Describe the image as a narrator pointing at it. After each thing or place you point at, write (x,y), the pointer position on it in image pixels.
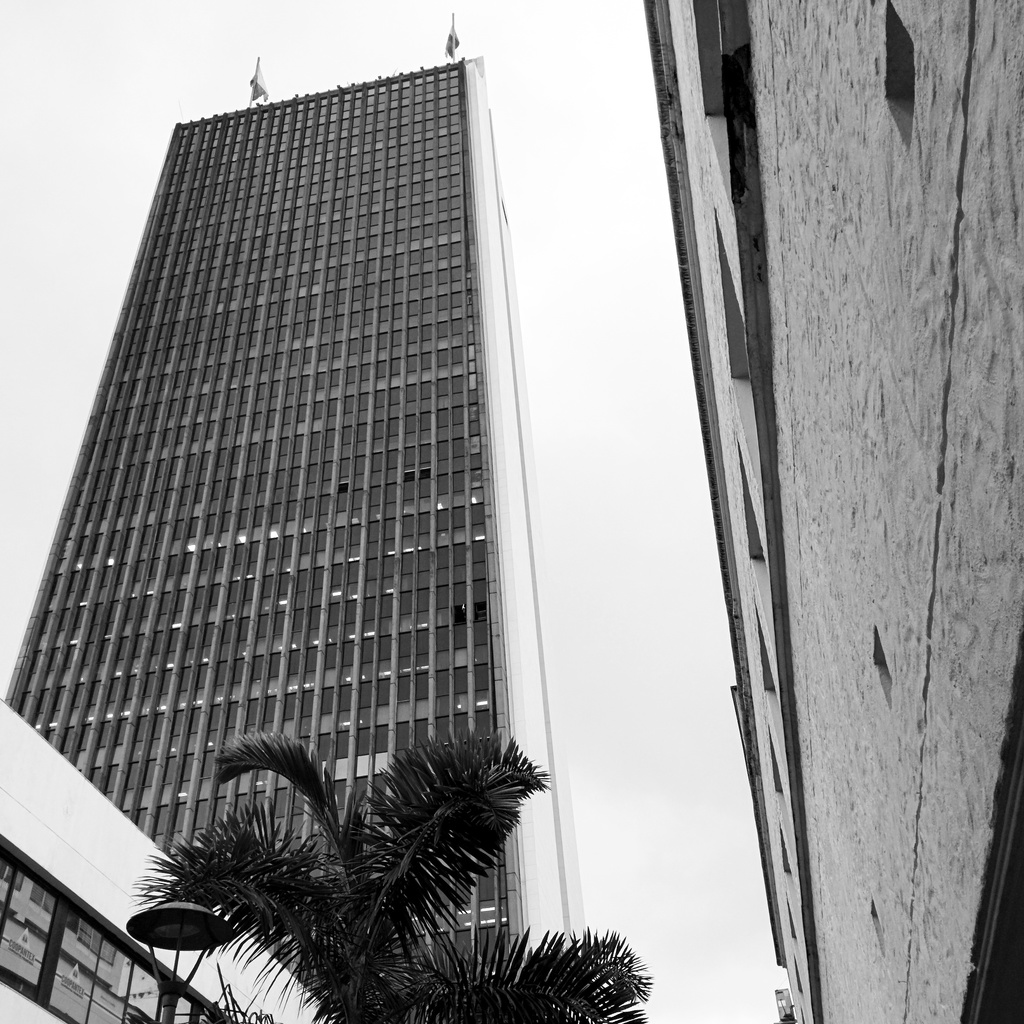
It is a black and white image, there is a tall building (327,647) and in front of that building (302,832) there is a tree (375,891) and on the right side (905,861) there is another building (823,779).
